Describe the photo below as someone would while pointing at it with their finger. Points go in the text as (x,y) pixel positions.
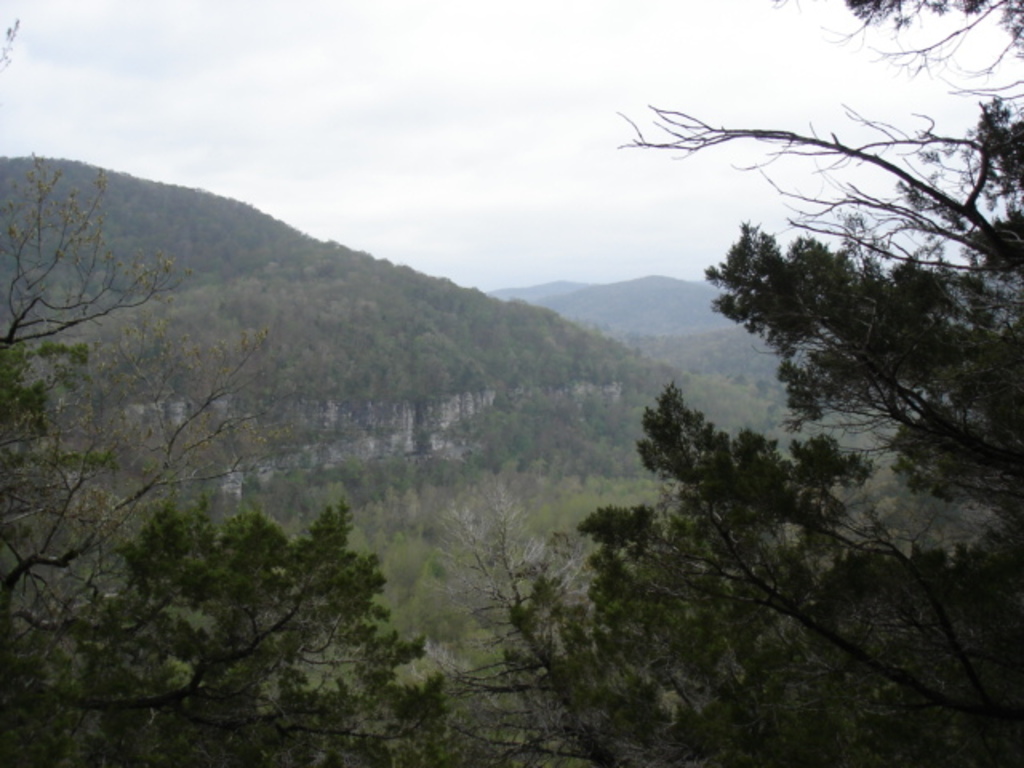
In this image we can see trees (614,577). In the back (374,331) there are hills (565,283) and sky (424,46).
